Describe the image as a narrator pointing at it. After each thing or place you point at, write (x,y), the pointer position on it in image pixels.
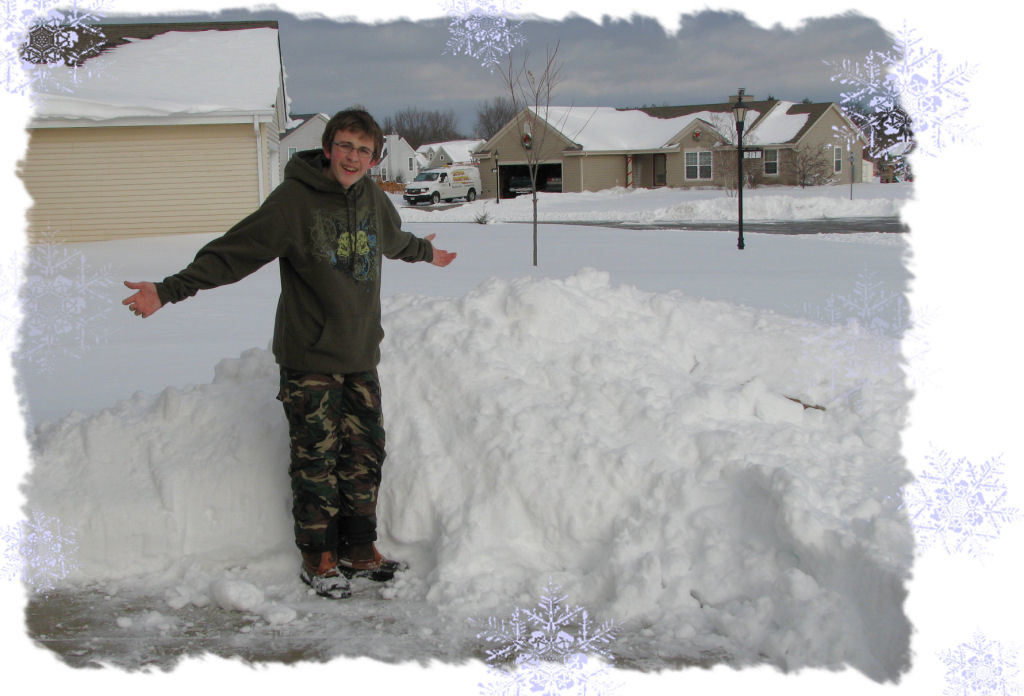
This is an edited image. In this image there is a person (334,388) standing on the surface (484,485) of the snow (474,365). In the background (569,132) there are buildings (544,135), trees (487,121), there is a vehicle (460,183) and the sky (591,23).
